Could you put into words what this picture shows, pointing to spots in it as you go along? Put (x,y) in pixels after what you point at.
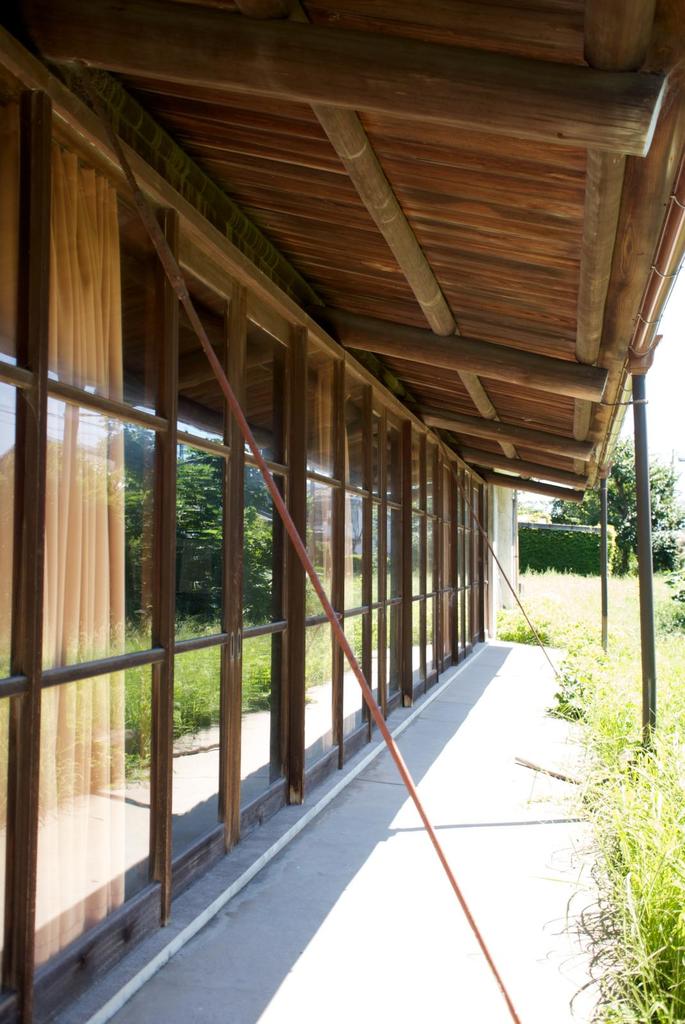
In this image there is a path (498,813), at the top (412,159) there is a roof (463,380), on the left side (18,865) there is glass wall (350,470), on the right side (662,954) there is grass (662,958).
